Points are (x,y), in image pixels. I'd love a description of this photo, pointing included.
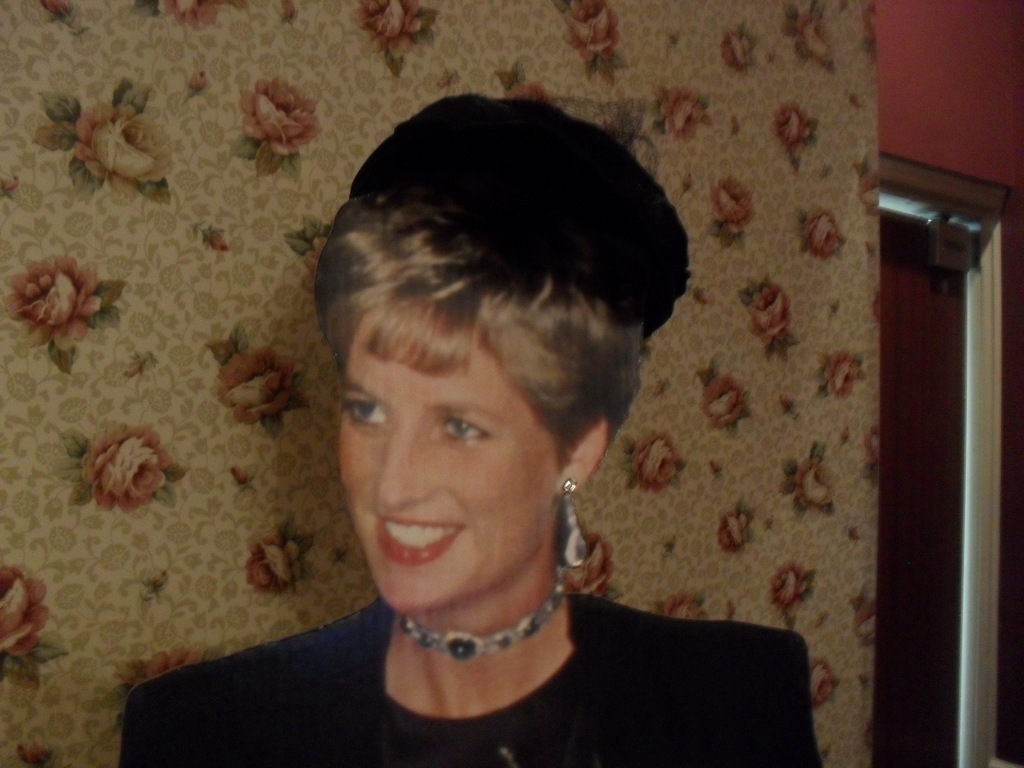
There is a woman (449,377) in the given picture having a smile (407,536) on her face (409,557). She is wearing a black dress (286,710) and a necklace (464,647) around her neck (509,612). She is wearing an earring (570,533). In the background (271,306) we can observe a wallpaper (180,255) here. In the top right corner (916,231), we can observe an entrance (948,329) and a wall (946,120) there.
